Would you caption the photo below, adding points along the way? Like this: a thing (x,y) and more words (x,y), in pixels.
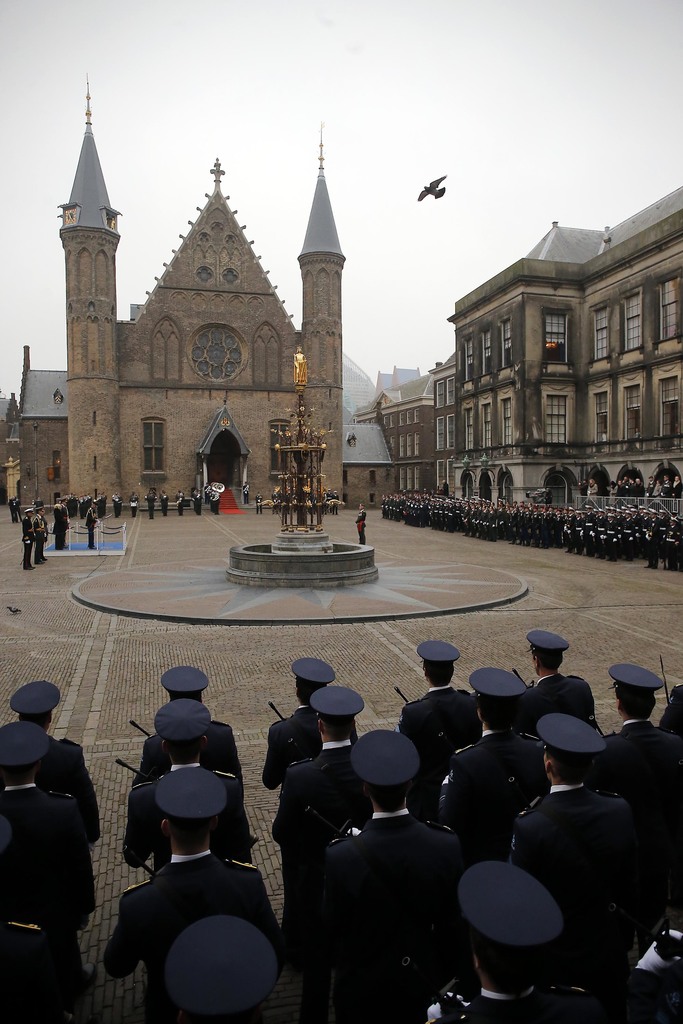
This is the picture of a place where we have some buildings (287,349) to which there are some windows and in front of the building (540,275) there are some people (61,827) wearing same uniforms (61,955) and caps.
